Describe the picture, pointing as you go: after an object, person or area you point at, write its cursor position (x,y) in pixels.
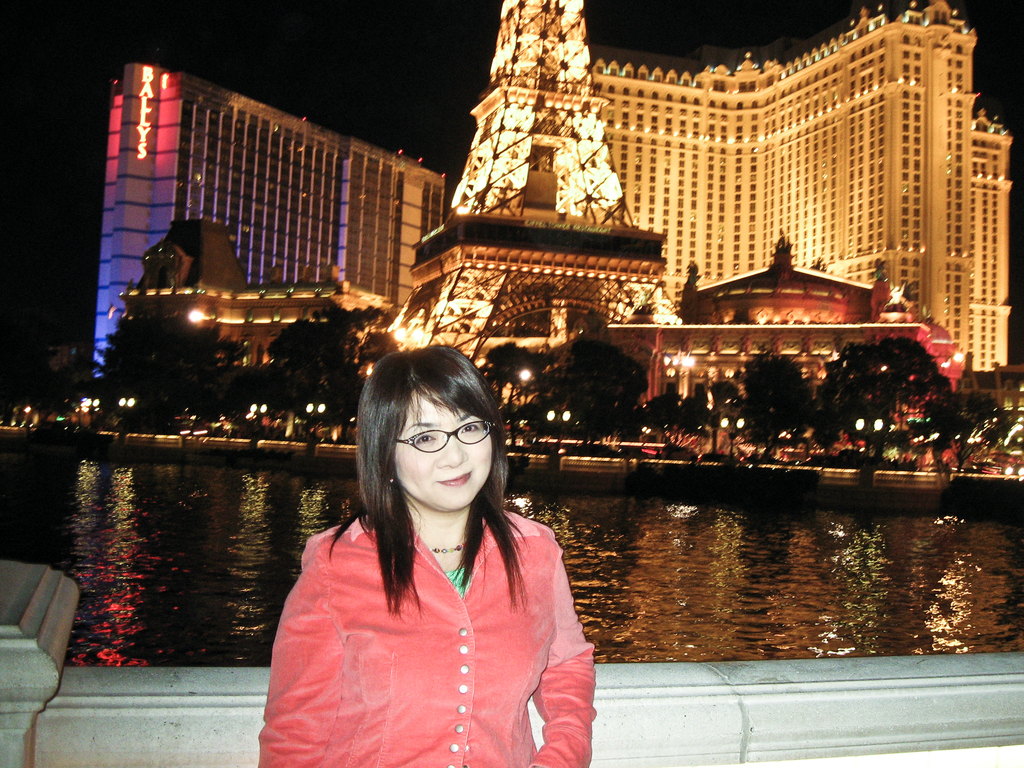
In the image there is a woman (351,627) standing in front of a river (597,506), she is posing for the photo. Behind the river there are a lot of trees (296,390) and lights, behind the trees (843,414) there is a tower (567,276) and around that there are two tall buildings (629,150). The image is captured in the night time, so the picture is very colorful.
